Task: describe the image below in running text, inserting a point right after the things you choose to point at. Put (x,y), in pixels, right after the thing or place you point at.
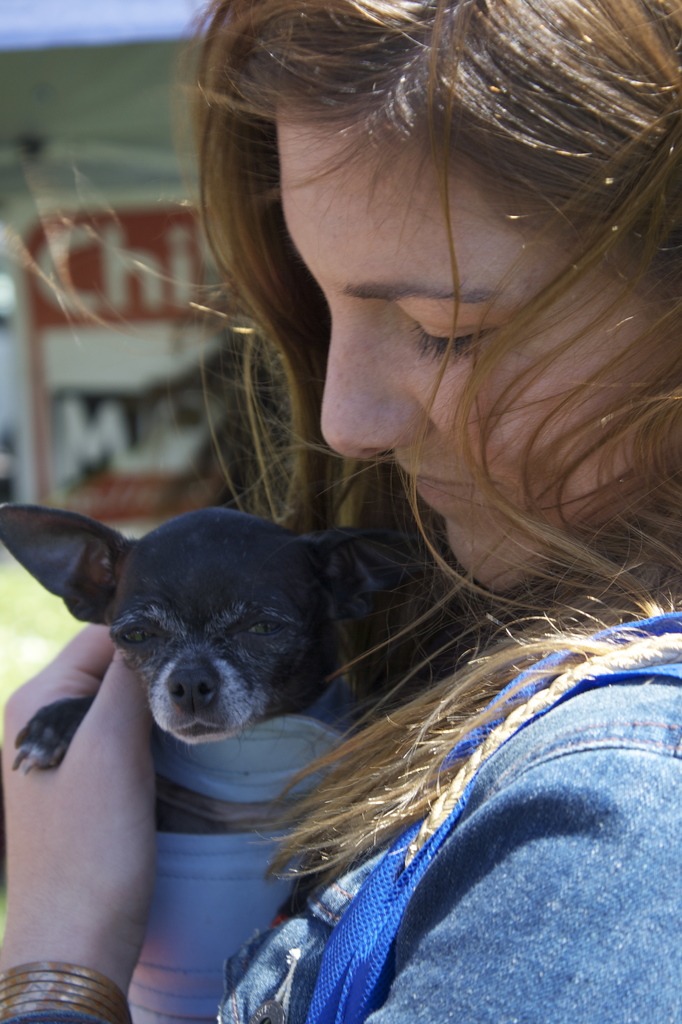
In this picture a woman (666,41) is carrying a dog (220,688). she is wearing a denim jacket (527,928). In the background (118,420) there is a banner (105,430).
